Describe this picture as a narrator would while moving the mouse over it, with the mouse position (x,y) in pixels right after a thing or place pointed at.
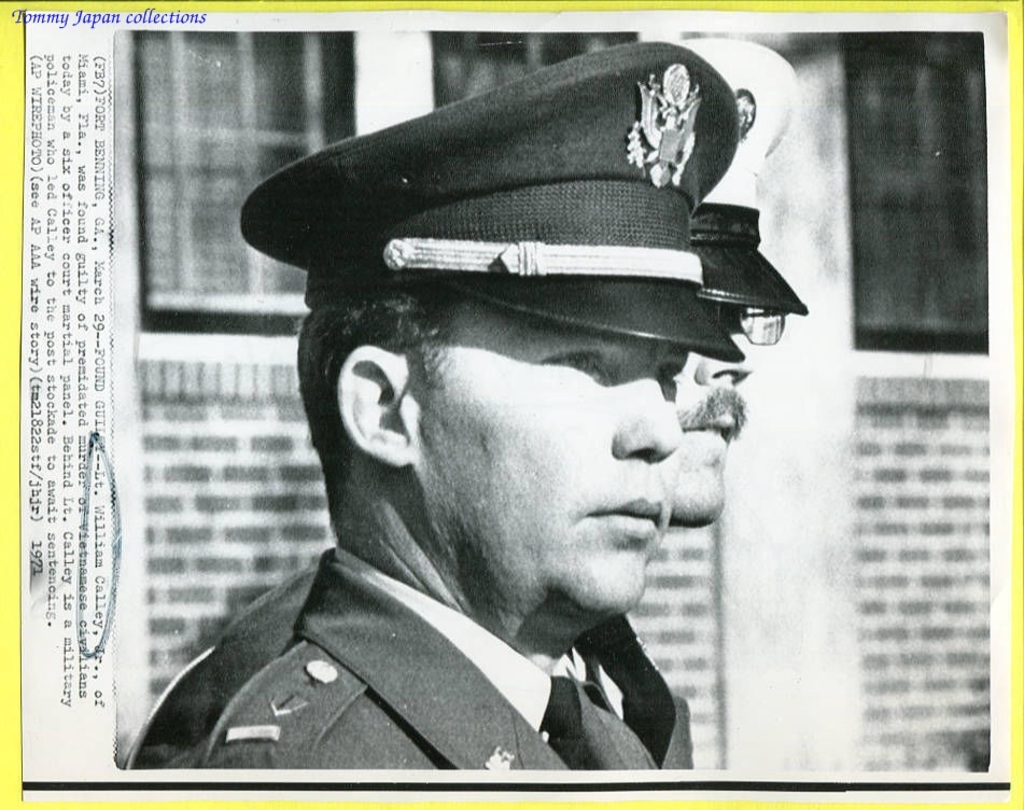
In the center of the image (482,422) two mans (482,422) are present and wearing hats (557,192). In the background of the image (279,491) wall (285,431) is present. On the left side of the image (67,583) text (70,570) is there.
